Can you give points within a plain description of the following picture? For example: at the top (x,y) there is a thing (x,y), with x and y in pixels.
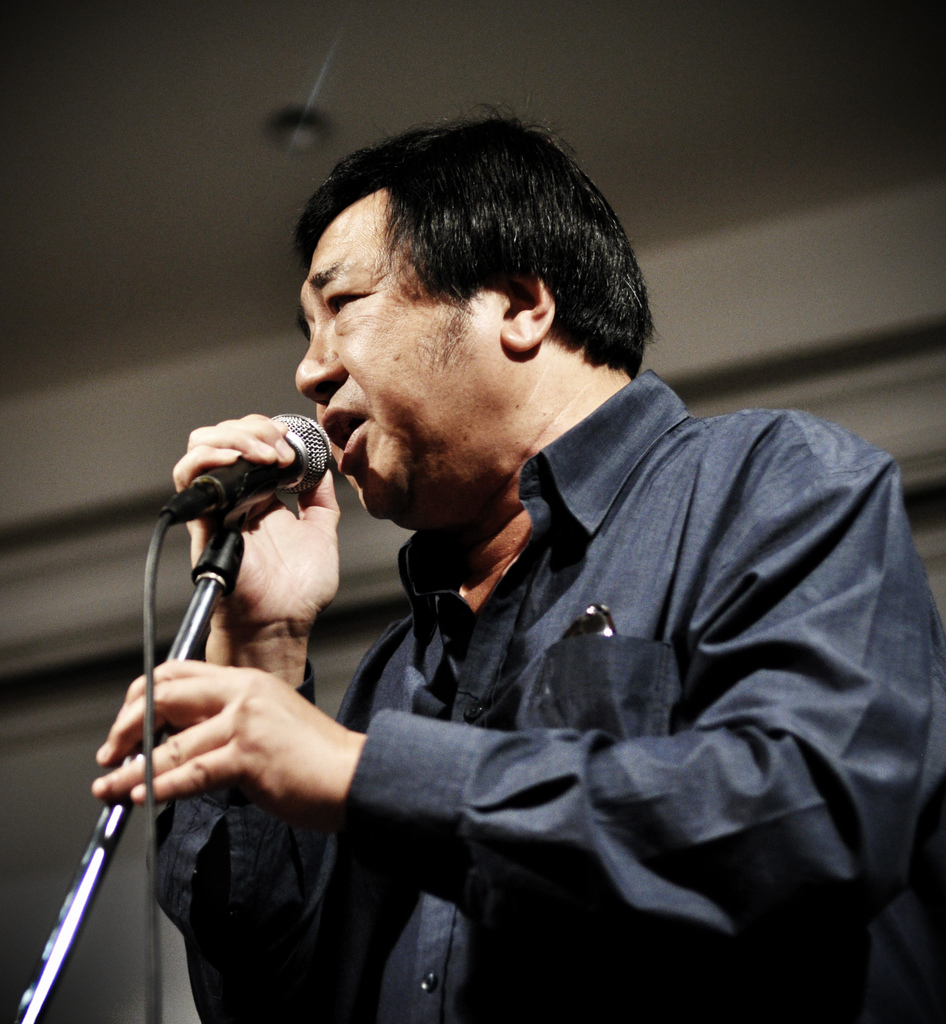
Here we can see a man (514,669) singing with a microphone (317,451) present in his hand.
